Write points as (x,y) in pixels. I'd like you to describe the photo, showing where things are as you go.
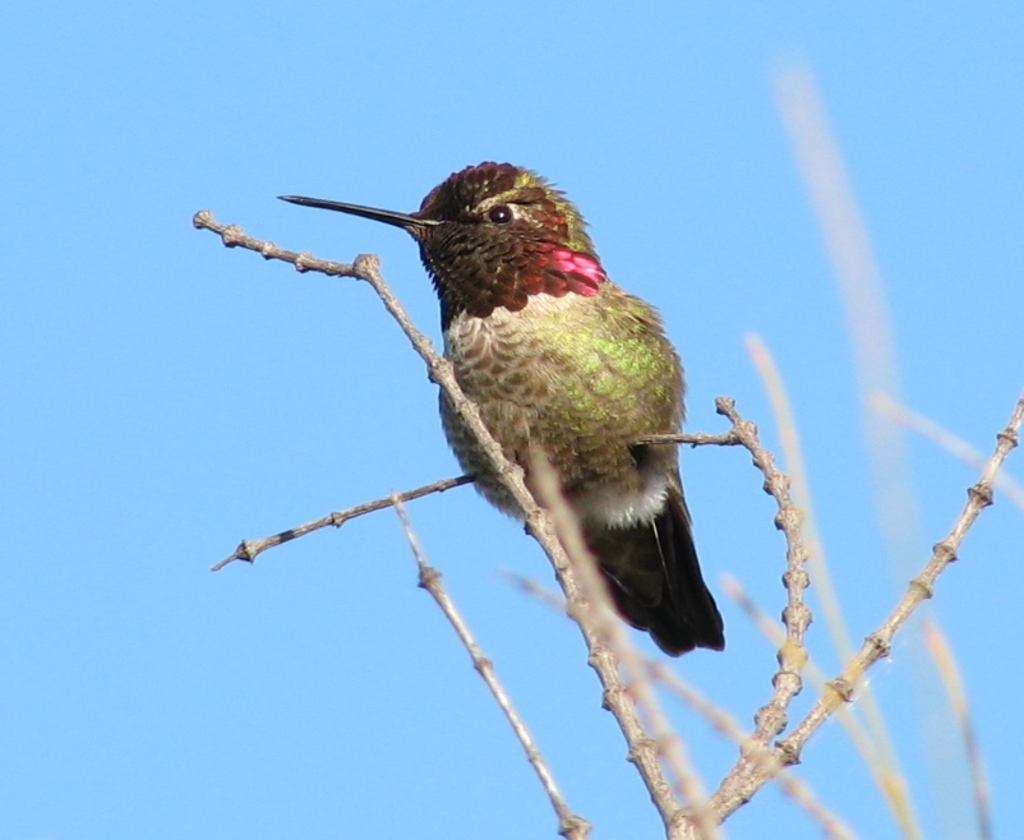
In this image in the foreground (664,520) there is one bird (575,436) on a tree (825,693), in the background (816,474) there is sky (255,804).
